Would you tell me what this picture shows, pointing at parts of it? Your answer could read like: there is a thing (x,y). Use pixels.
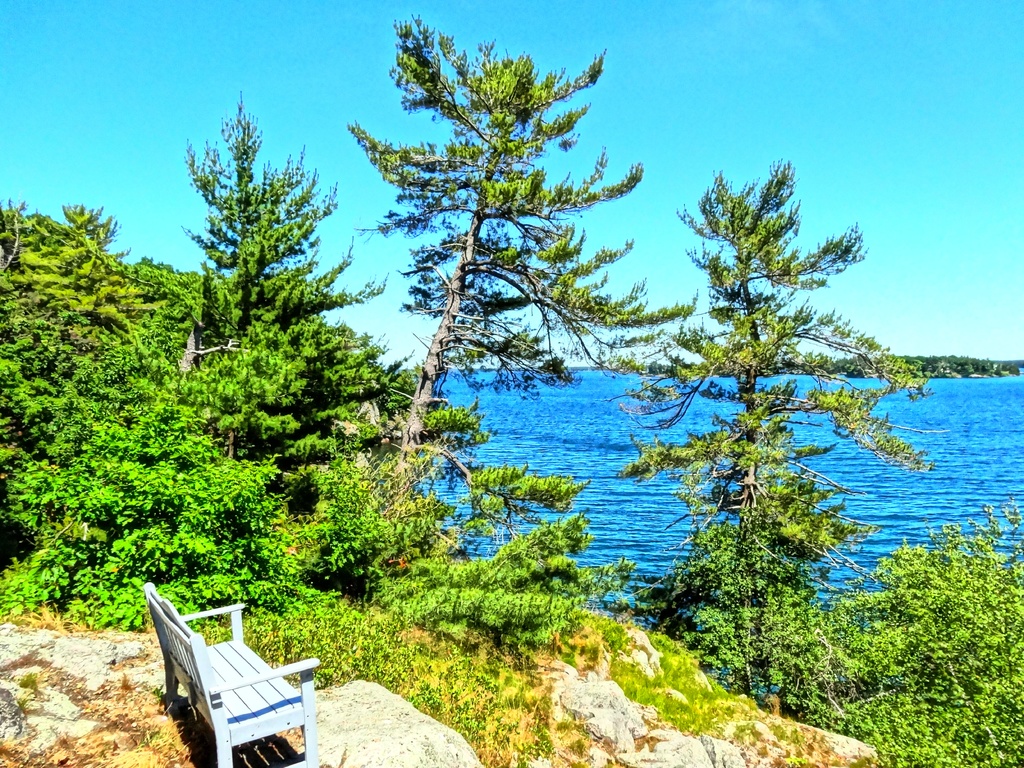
At the bottom of the picture (186,706), we see a bench (314,692) and rocks (401,727). Beside that, there are trees (763,451). We see water (858,462). There are trees (949,367) in the background (983,370). At the top of the picture (747,100), we see the sky (374,115), which is blue in color.
